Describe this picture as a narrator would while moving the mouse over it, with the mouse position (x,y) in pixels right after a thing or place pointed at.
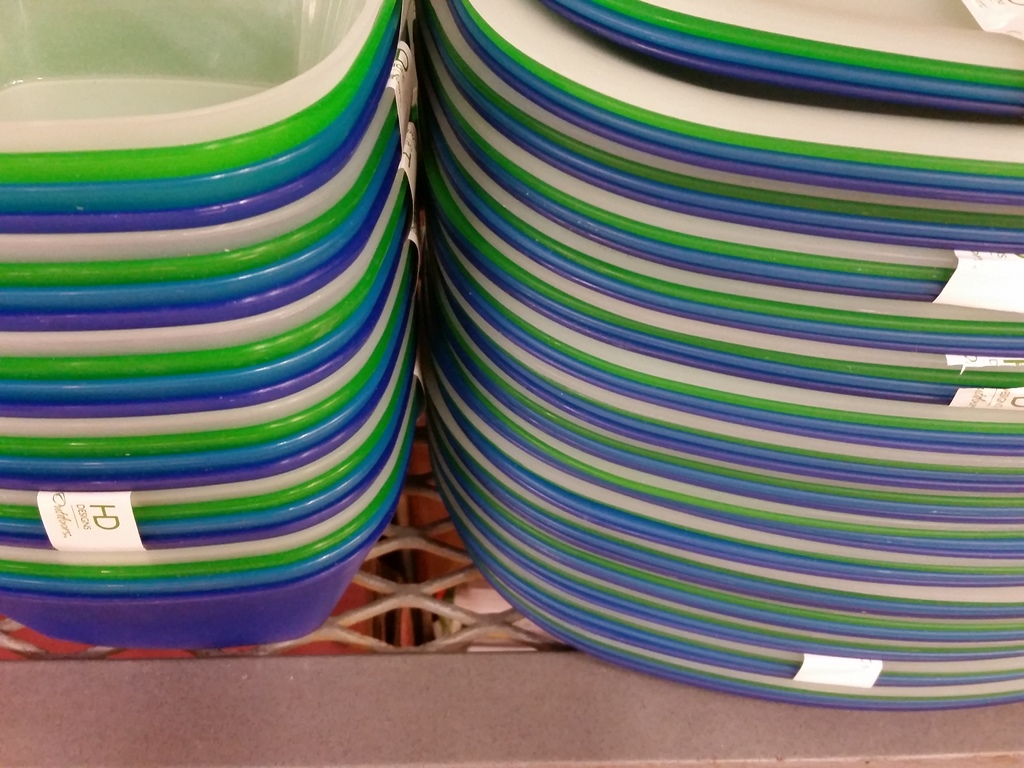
In this picture, there are bowls (73,358) and plates (477,348) which are in different colors.
